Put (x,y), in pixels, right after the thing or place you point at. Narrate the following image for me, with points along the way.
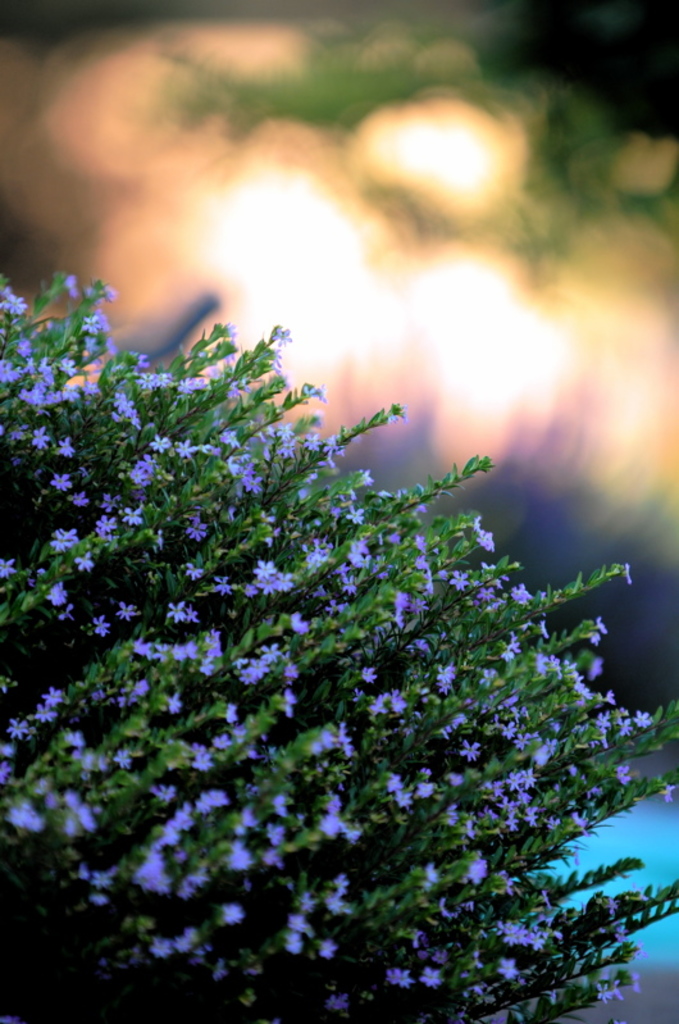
In the picture there are a bunch of flowering plants (229,570) and the background of those plants (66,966) is blur.
